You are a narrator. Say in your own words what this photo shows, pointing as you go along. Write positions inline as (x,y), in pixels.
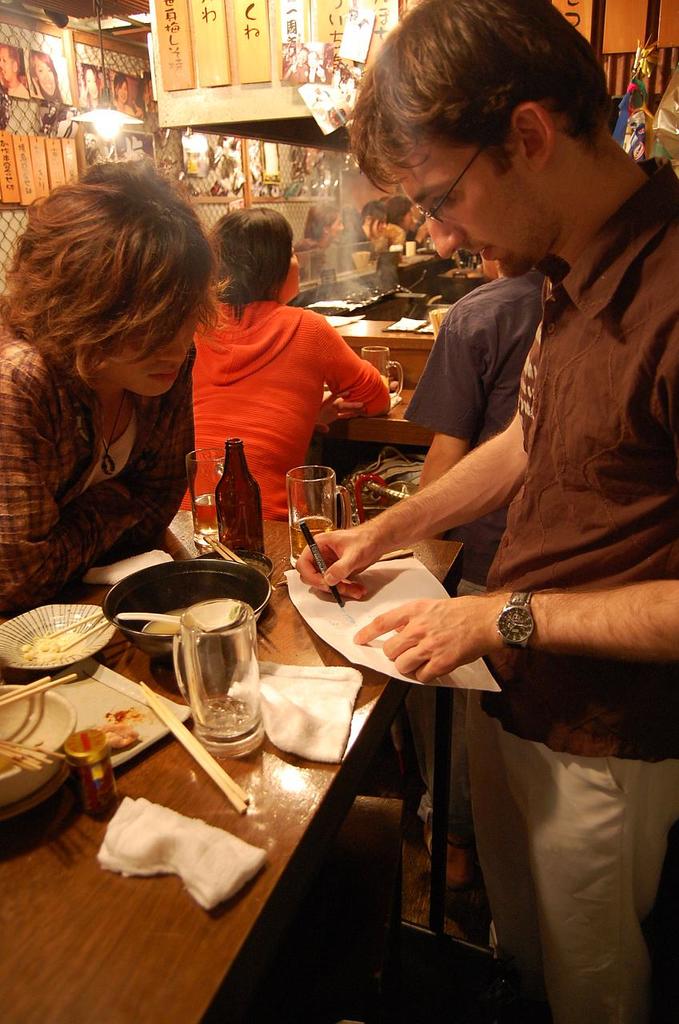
In this image we can see a man (512,251) wearing the glasses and writing with a pen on the paper (394,566) which is on the table (45,1004) and on the table (129,968) we can see the bowls (64,629), spoon (167,612), glasses (226,695), bottles (258,496) and also tissues (200,847). We can also see the woman (106,351) on the left (113,452). In the background (333,222), we can see a few people (303,398) sitting in front of the dining tables (400,263). We can also see the light (109,112) and also photo frames (45,58), photographs (309,67) and some wooden text boards (241,10) attached to the wall (146,146).
